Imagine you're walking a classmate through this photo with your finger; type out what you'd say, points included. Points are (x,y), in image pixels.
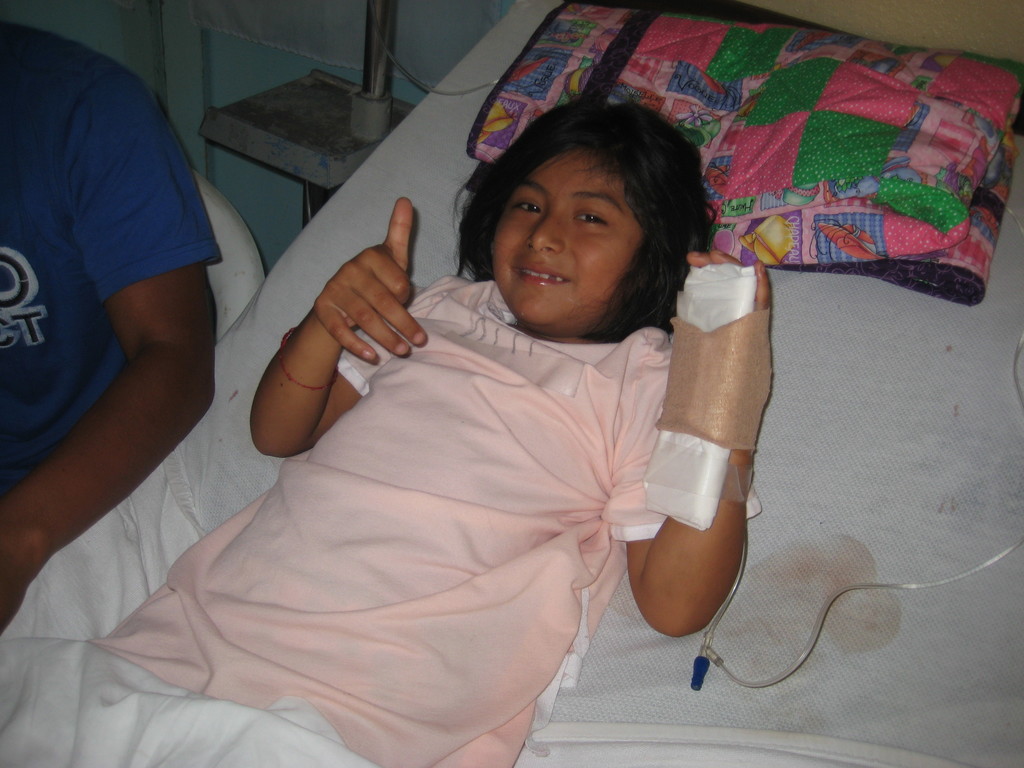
In this picture, we see a girl (497,576) lying on the bed (618,679) and she is having saline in her hand (722,504). She has something tied to her hand (757,361). We see white color bed sheet (825,437) on the bed (891,675) and she is wearing light pink color dress (450,484) and you can even find pillow (815,159) which is colorful on the bed (753,172). On the left side of this picture (120,241), we can see man (89,249) wearing blue t-shirt (89,249) is sitting on white chair (238,280). Behind him we can find stool (341,118). Behind stool (304,119) we can find wall (222,66) in light blue color.
